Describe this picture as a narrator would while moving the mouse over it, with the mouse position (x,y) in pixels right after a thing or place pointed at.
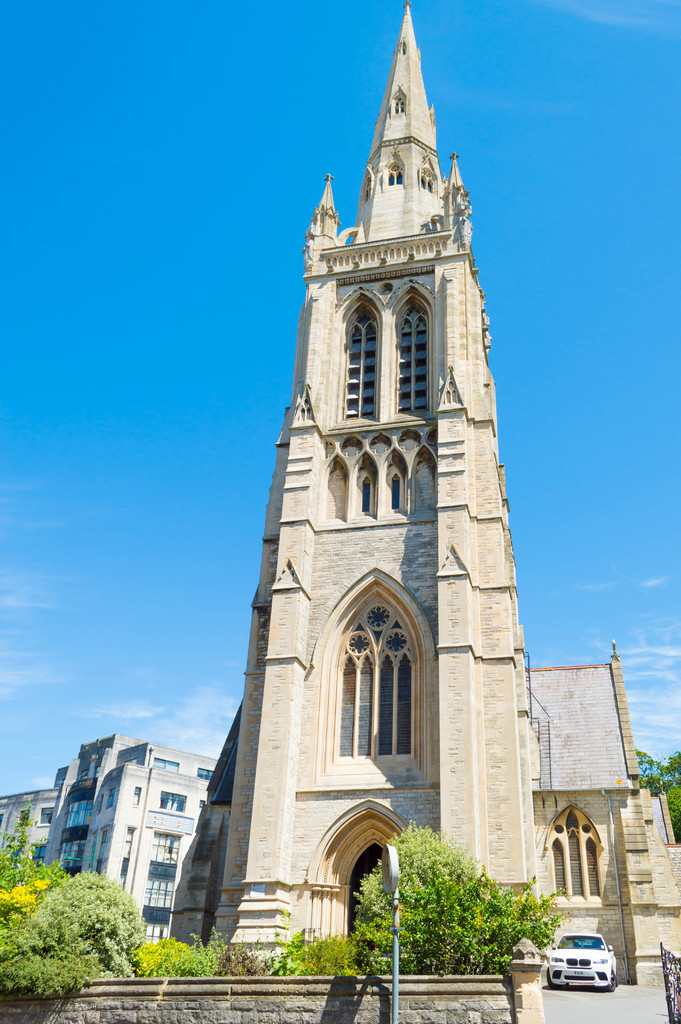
In this picture I can see there is a building (416,511) here and there is a car (592,935) parked here and there are plants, trees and in the backdrop (150,746) there are some other buildings (136,750) and trees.
